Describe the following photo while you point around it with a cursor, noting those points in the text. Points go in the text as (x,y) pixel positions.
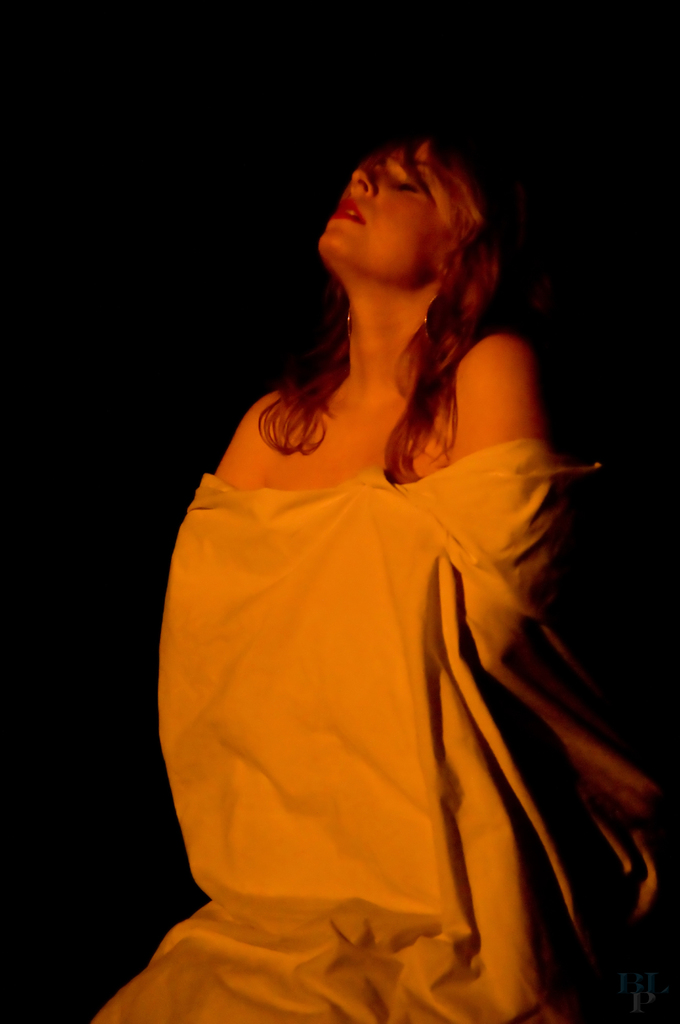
In this image I can see a woman (269,682) wearing a white cloth (324,597) and the background (136,750) is black.
